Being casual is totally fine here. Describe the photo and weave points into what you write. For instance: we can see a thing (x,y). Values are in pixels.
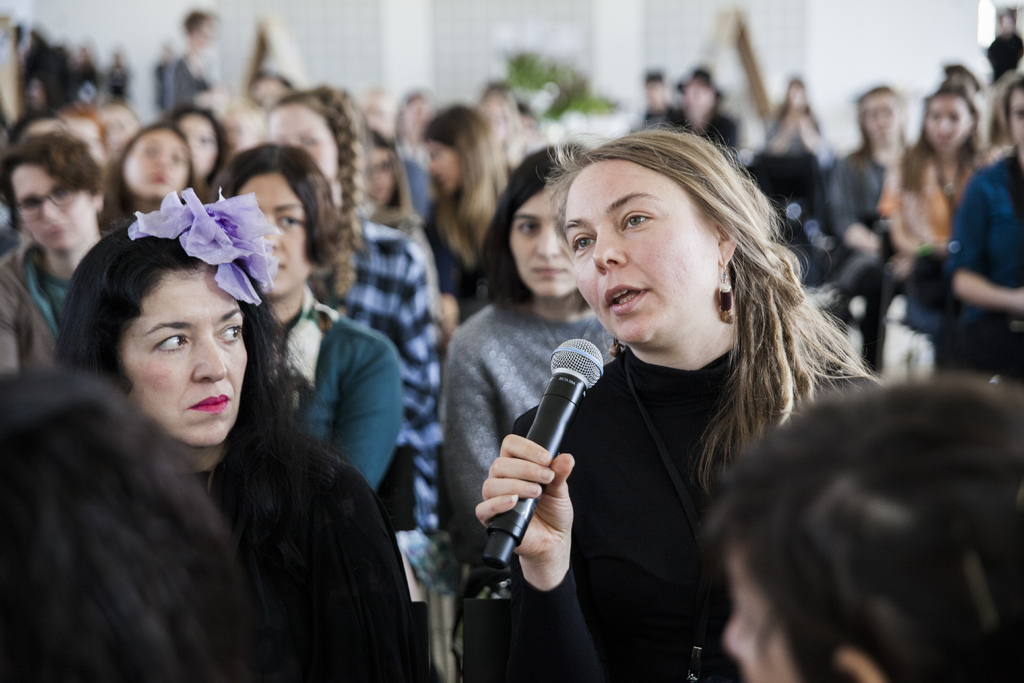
This picture is consists of group of audience (439,195) and there is a lady (634,144) at the right side of the image (683,170) by holding a mic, it seems to be she is asking a question.
